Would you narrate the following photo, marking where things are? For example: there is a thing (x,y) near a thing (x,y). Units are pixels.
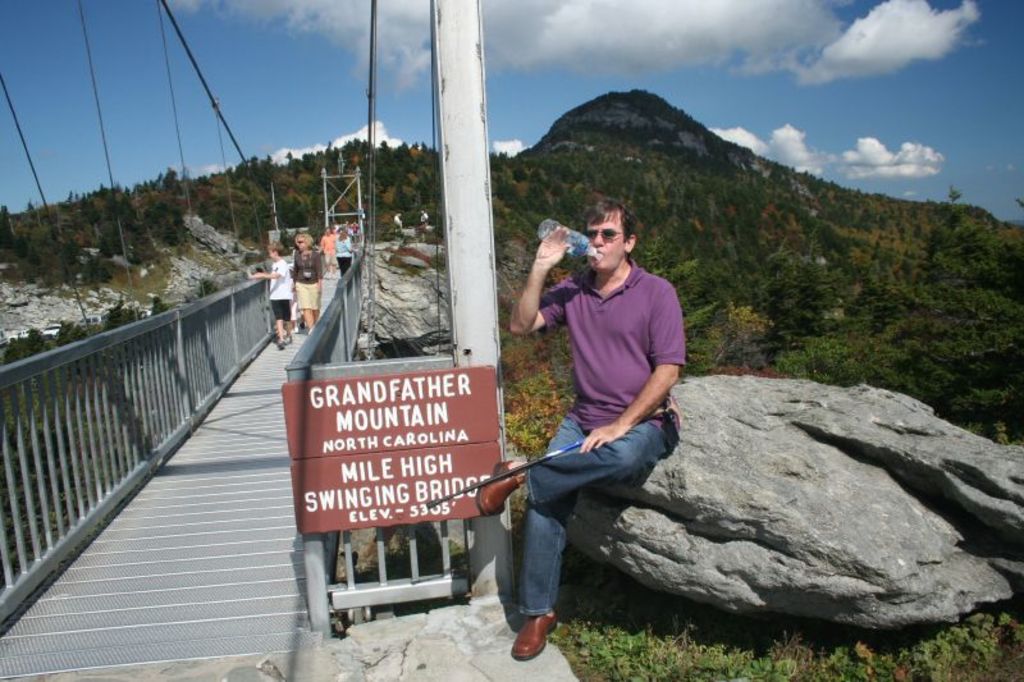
In this image there is a person (667,374) sitting on the rock (698,417) and drinking water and holding a stick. In the left (237,467) there is a bridge (238,517) with a text board (430,429) and on the bridge (254,546) there are few people (298,282) walking. In the background (742,189) there is a mountain (754,231) with full of trees (720,288). At the top (378,70) there is a cloudy sky (838,68).
